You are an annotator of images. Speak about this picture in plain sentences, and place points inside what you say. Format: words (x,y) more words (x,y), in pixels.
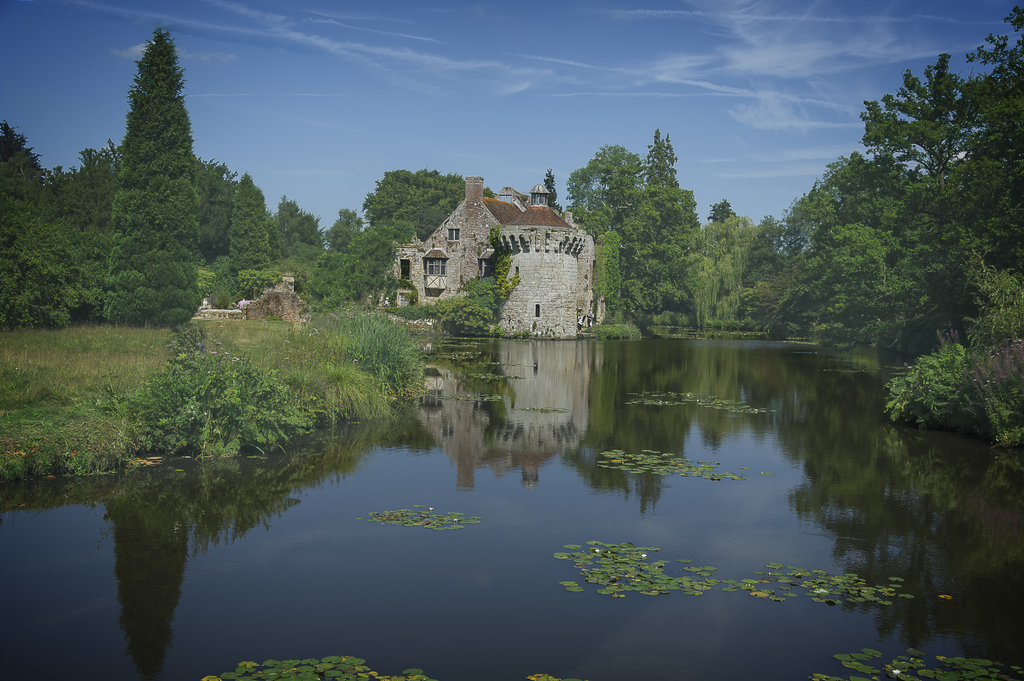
This picture might be taken from outside of the city. In this image, on the right side (974,298), we can see some trees (986,288) and plants (988,416). On the left side (338,238), we can also see some trees (173,237), plants (158,376) and a building (268,316), brick wall (266,300). In the middle of the image (537,250), we can also see a building (411,245), glass windows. In the background (679,220), we can see some trees (436,184), plants (740,327). On the top (817,64), we can see a sky (775,139), at the bottom (818,528) there is a water (816,567) in a lake (829,571) with some leaves (829,587), we can also see a grass (172,357) at the bottom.
